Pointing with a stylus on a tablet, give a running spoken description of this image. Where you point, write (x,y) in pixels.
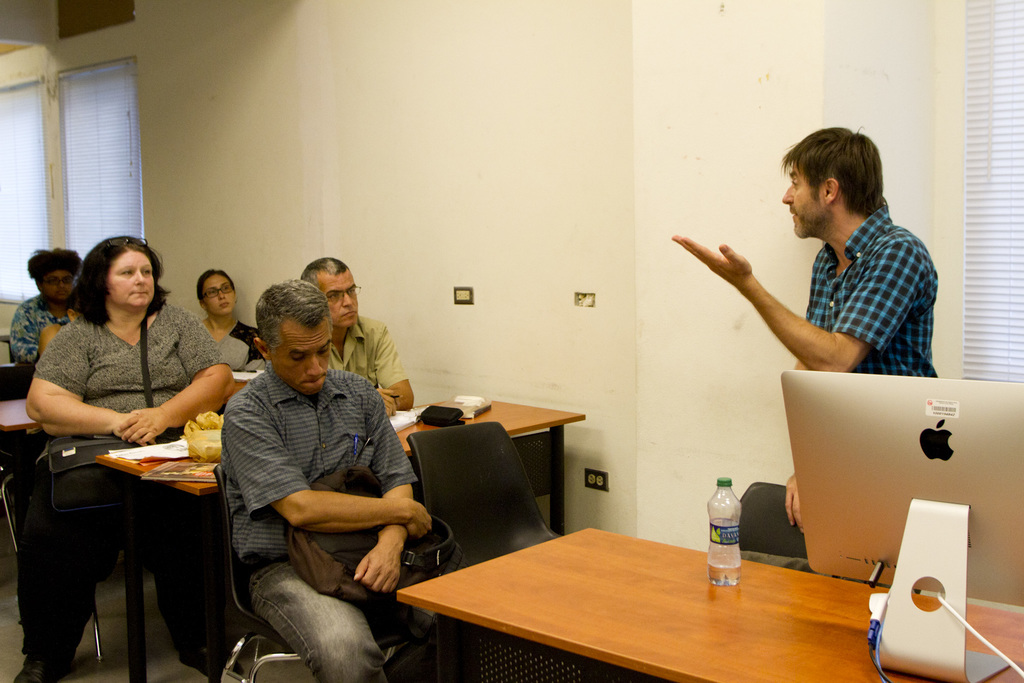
Here we can see some persons (270,518) are sitting on the chairs (423,488). These are the tables (650,649). On the table (785,643) there are books (391,417) and bottle (710,536). This is monitor (876,513). Here we can see a man (788,320) who is standing on the floor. On the background (533,148) there is a wall (185,160) and this is window (103,168).
